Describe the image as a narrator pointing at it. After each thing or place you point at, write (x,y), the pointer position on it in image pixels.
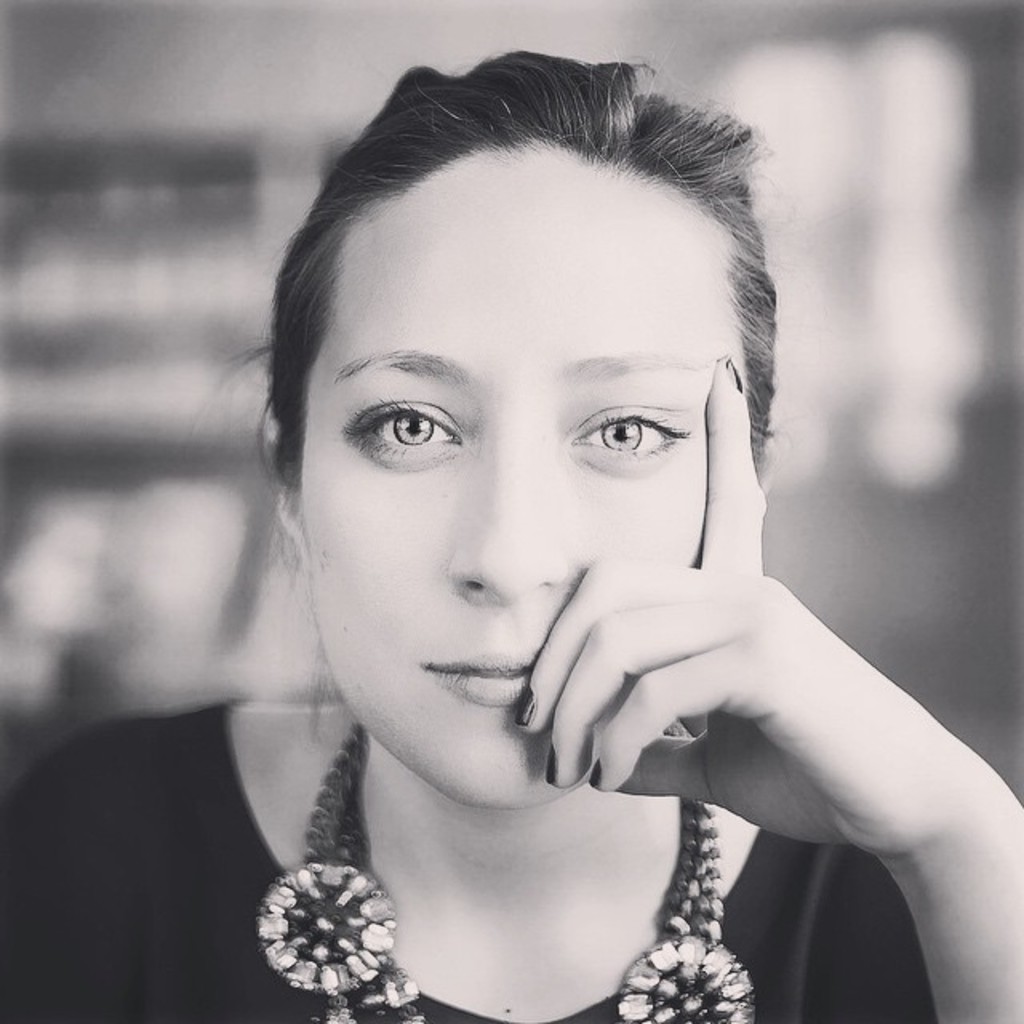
In this black and white image there is a woman (585,662). The background (212,643) is blurry.
